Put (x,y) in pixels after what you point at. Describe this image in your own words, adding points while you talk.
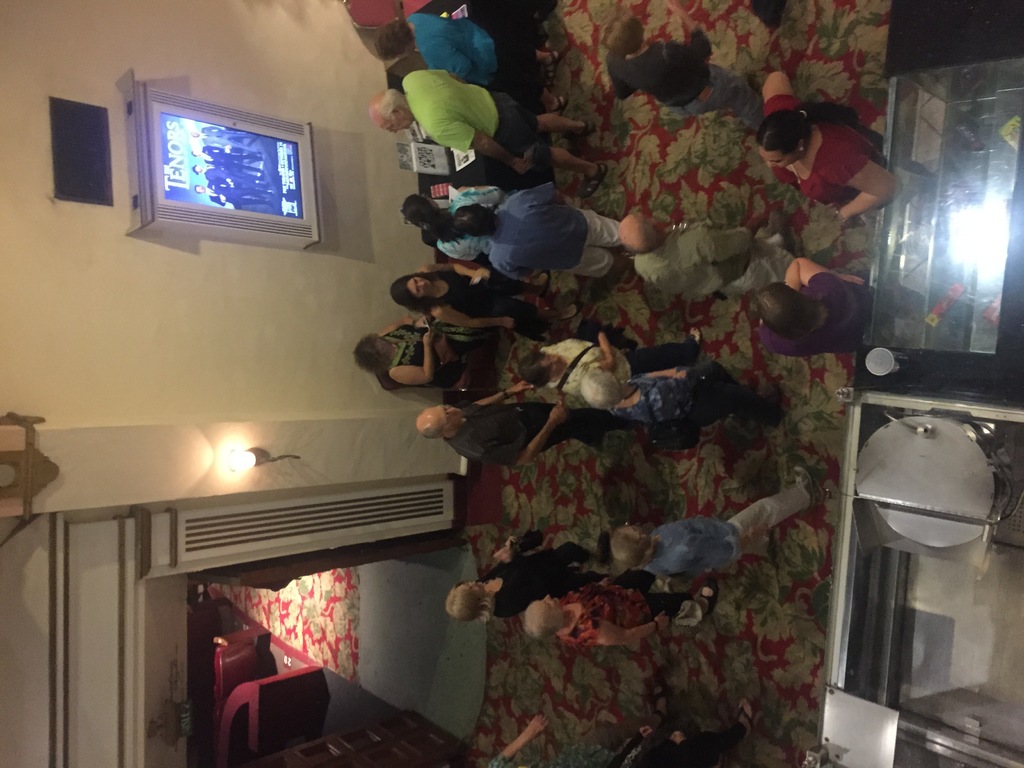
In this image I can see number of people (412,288) are standing. I can also see a light (239,462), a screen (272,140) and on it I can see few people (216,171) in black dress (221,179).
